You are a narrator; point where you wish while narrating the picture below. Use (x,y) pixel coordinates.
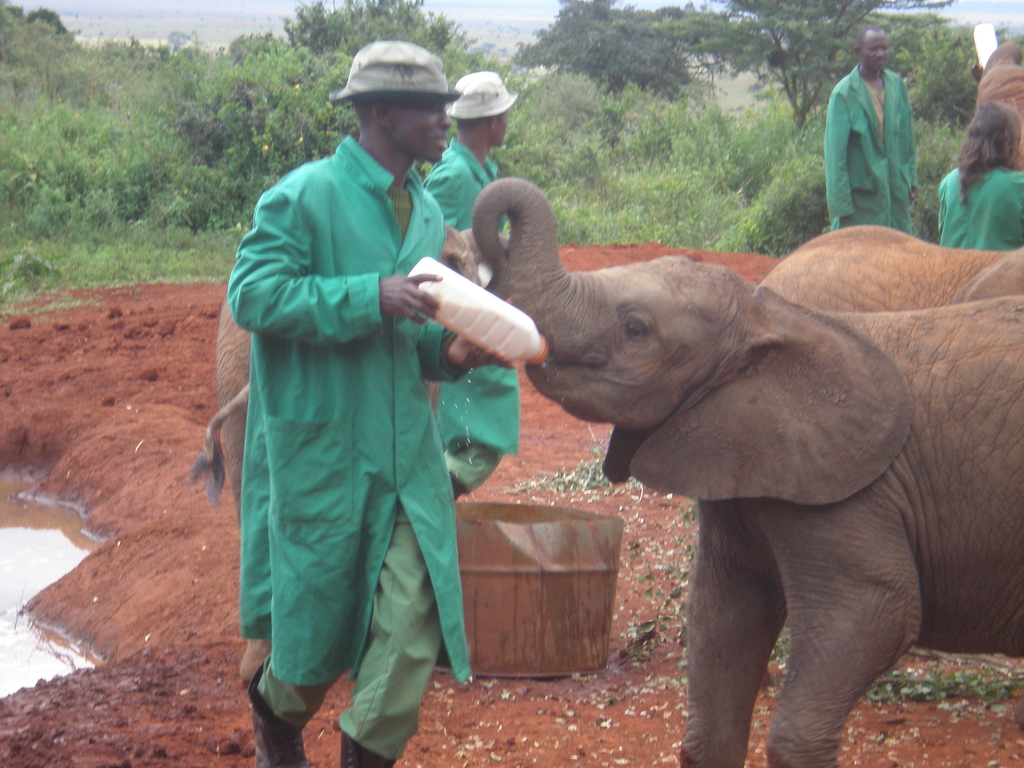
In the center of the image (409,338) there is a person (333,206) wearing a green color apron (410,268) and holding a milk bottle (510,351) in his hand (467,344). There is a baby elephant (716,334). In the background of the image (50,130) there are trees (650,14). There are people (882,93). At the bottom of the image (551,727) there is mud (522,728). To the left side of the image (20,633) there is water (34,553).
